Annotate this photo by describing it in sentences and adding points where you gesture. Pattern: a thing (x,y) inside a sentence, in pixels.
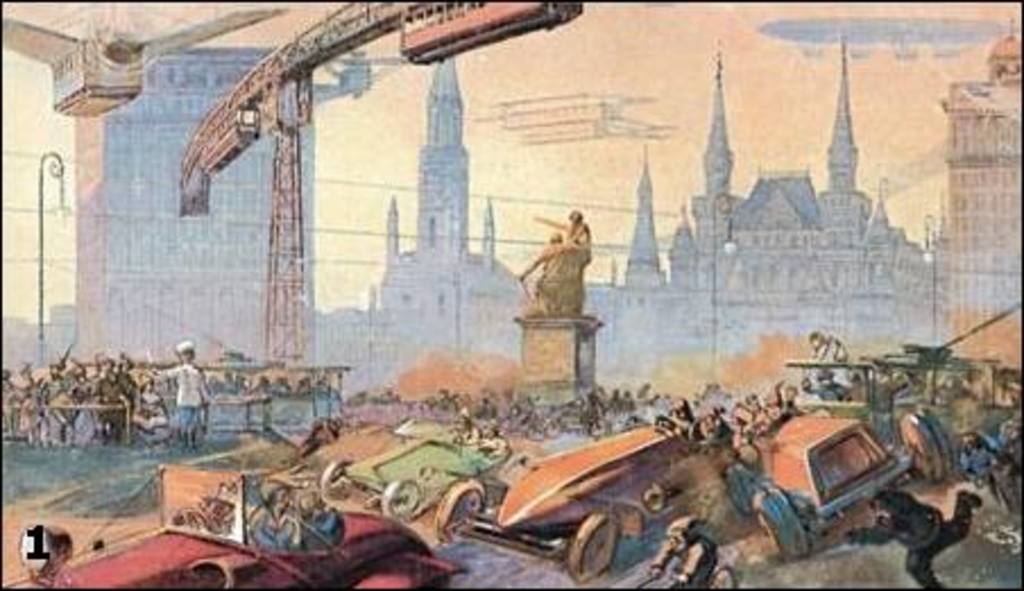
In this picture we can see painted image (351,129), in that image we can see some buildings (744,221), spires (711,190), some persons (194,387) and few vehicles (614,466).
